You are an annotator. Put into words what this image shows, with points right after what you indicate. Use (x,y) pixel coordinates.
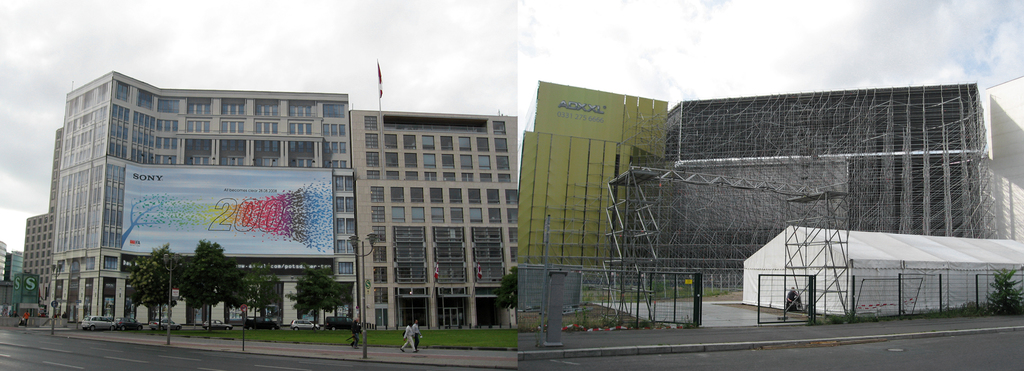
There is a building (191,142) in a given picture with number of windows (124,149) and there is an advertisement (150,178) of sony company with a number 2000 (243,226) on it, which is attached to the building (120,194). There are trees (151,270) in front of the building (122,283) and a pole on which lights (356,247) are fixed. Beside there is another building (415,194) on which the flag (382,95) is fixed on it. In Front of that building (466,177) there are two members (405,333) walking on the foot path (359,356) There is a road (66,358) in front of those buildings (116,211) and some vehicles (151,327) are parked there. It is a collage of two pictures. In the another one there is a building (708,206) which is not completed yet that is, it is under construction. There is a warehouse (899,245) in front of that building (914,172) and a fence (681,295) and entrance gate (698,289) combined for both building (791,176) and warehouse (796,230). There are plants (1001,291) and road (821,358) in front of that building (737,268).
